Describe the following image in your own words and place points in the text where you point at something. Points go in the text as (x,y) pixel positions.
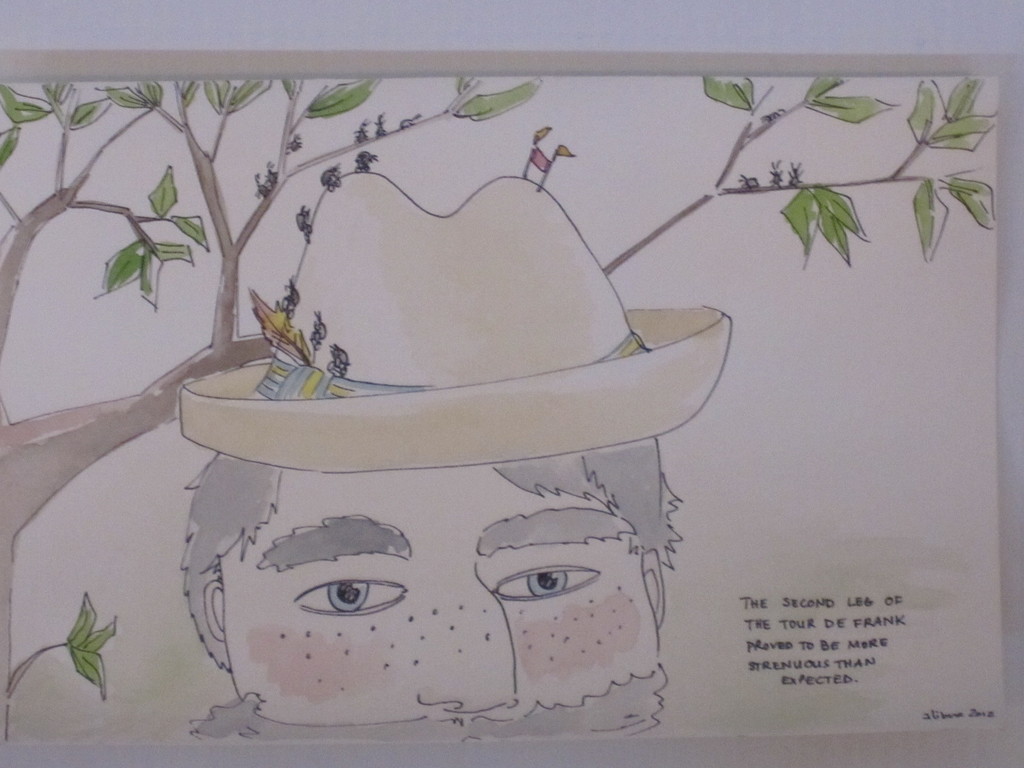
In this image we can see a painting (494,562) of a person's face (488,618) who is wearing hat (372,344) on which there are some ants (329,190) which are walking and climbing tree (115,412) which is in background (174,203).
